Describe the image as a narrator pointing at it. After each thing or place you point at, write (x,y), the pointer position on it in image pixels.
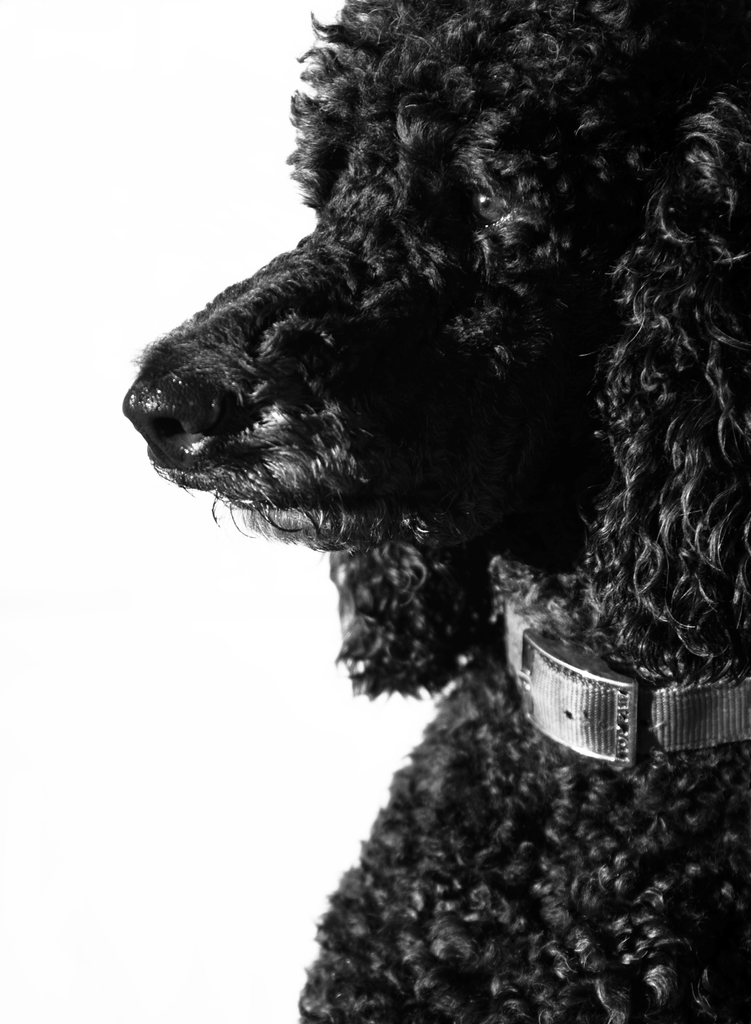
In this image I can see a dog (456,766) in black color and I can also see a belt (584,725).
